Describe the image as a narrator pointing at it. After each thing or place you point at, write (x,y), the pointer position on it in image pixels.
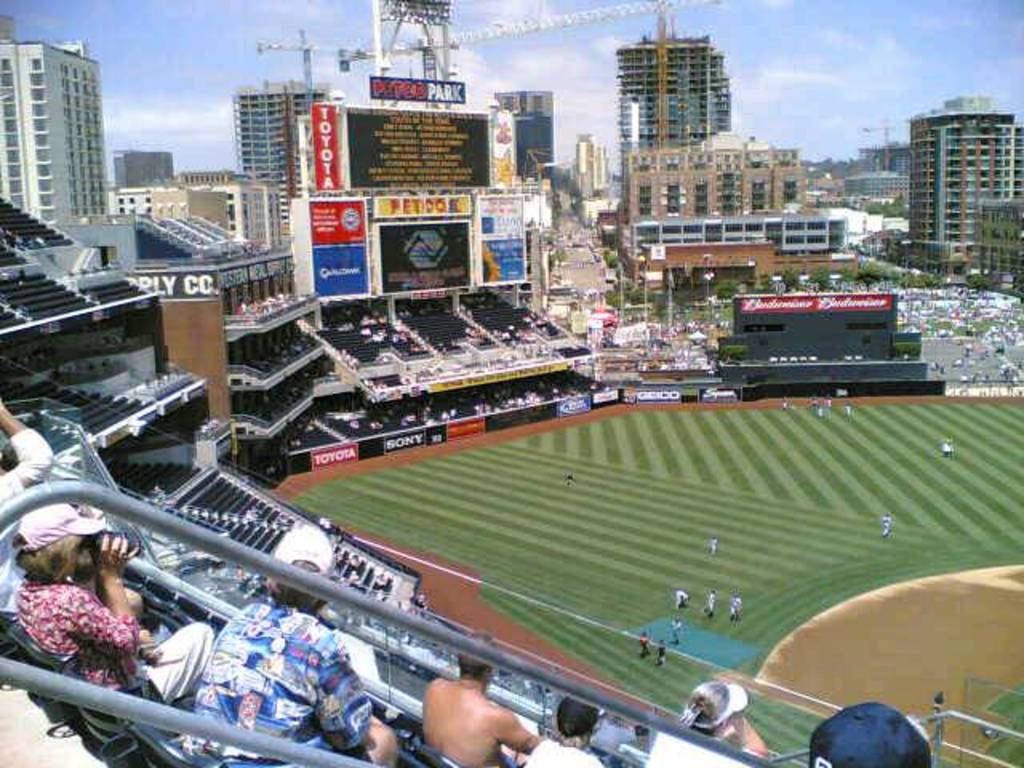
In this picture I can observe playground (629,489) in the middle of the picture (574,481). I can observe stadium (413,355) in this picture. In the background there are buildings (580,169) and some clouds (590,105) in the sky (163,79).
